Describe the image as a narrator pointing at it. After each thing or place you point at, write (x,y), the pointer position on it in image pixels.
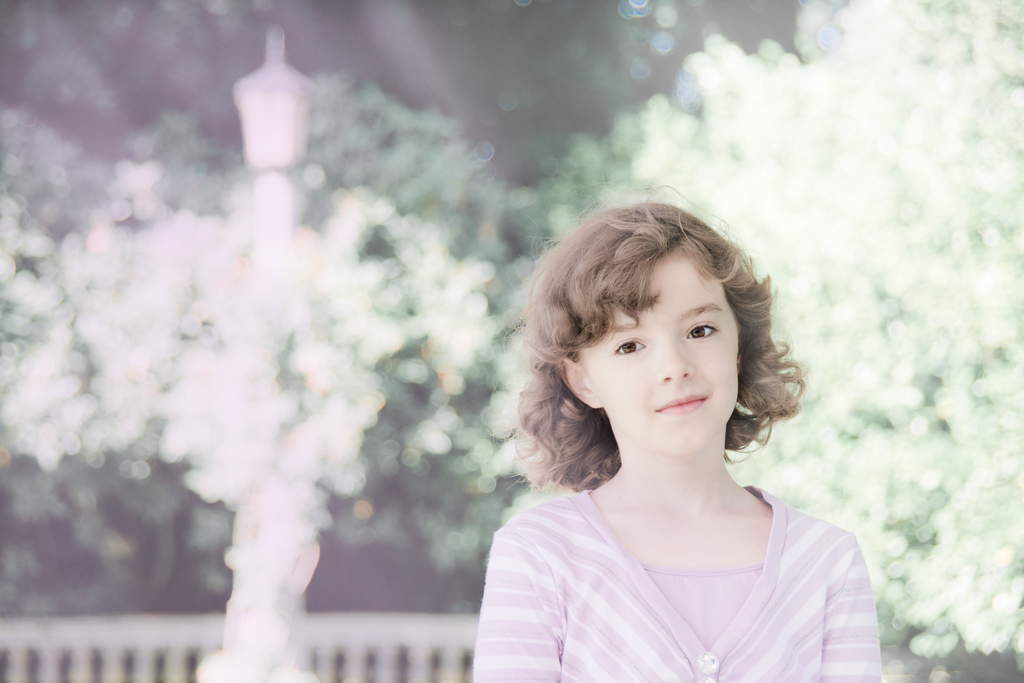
In the center of the image (670,321) we can see one girl (814,571) is smiling, which we can see on her face (702,412). In the background (840,331) there is a fence (371,642), one pole (287,210), trees (946,246) and a few other objects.
